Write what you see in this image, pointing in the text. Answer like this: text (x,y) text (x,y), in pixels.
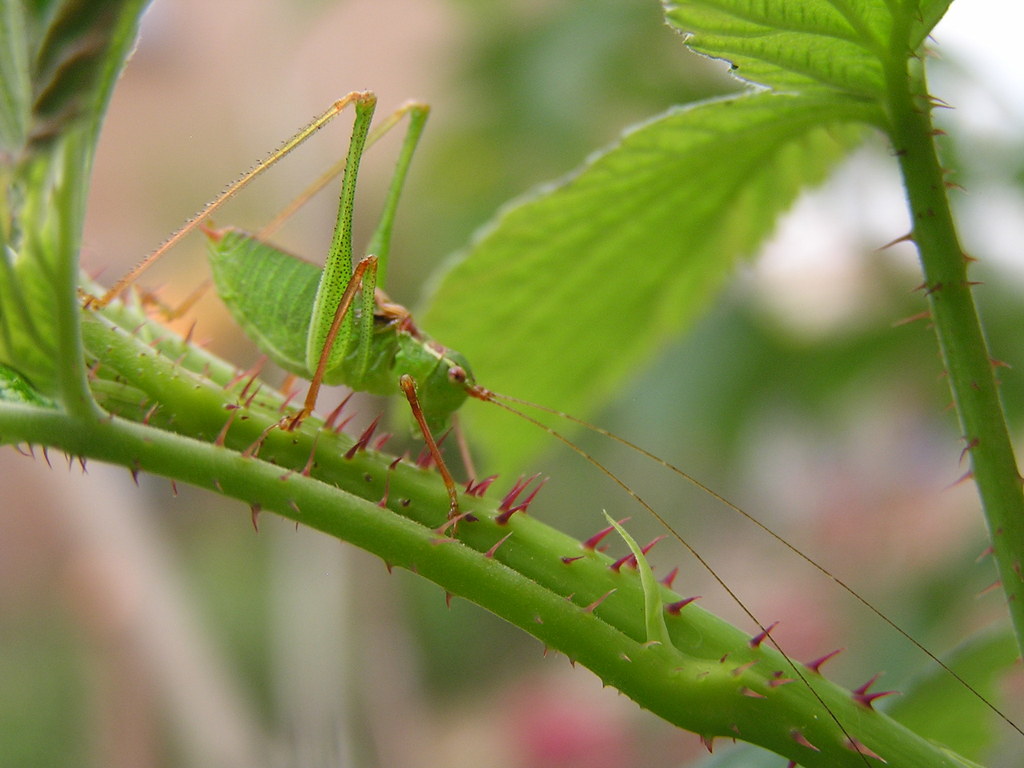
In this picture I can see a insect (370,295) on the plant (229,379) and I can see leaves (915,26) and a blurry background (444,94).
